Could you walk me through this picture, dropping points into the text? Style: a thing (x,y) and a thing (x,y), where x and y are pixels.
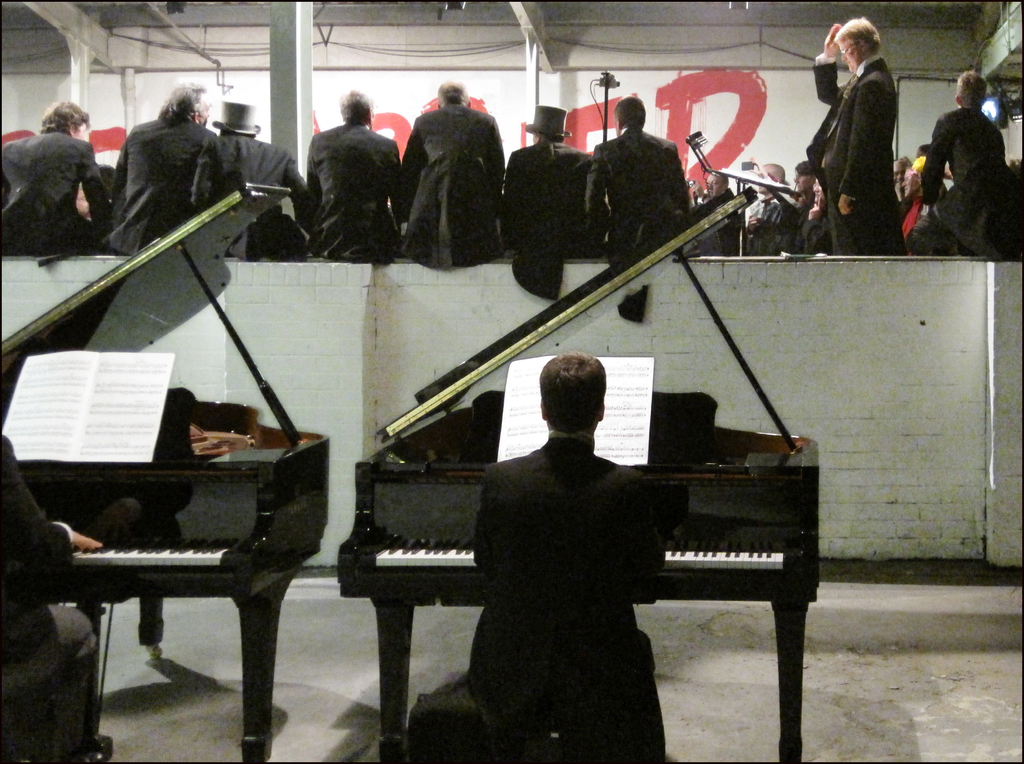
In this picture there are two people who are playing the piano (480,491) and behind them there is a wall (723,313) on which some people (48,150) are sitting.
